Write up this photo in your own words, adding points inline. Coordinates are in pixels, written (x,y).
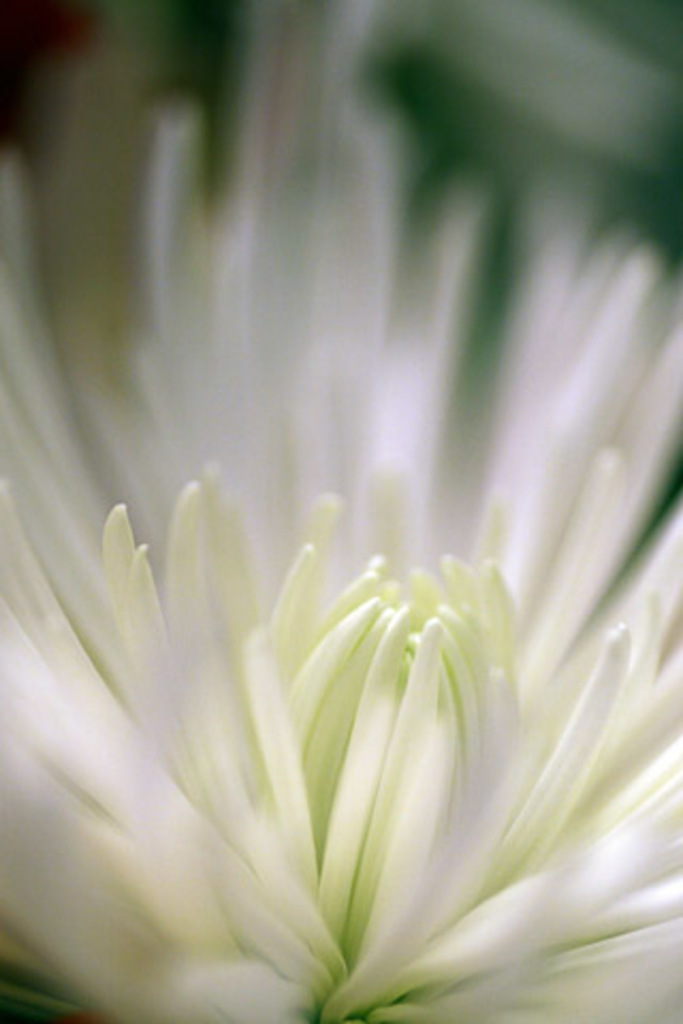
In this image, we can see a white flower (497,874). Background (665,229) there is a blur view.
